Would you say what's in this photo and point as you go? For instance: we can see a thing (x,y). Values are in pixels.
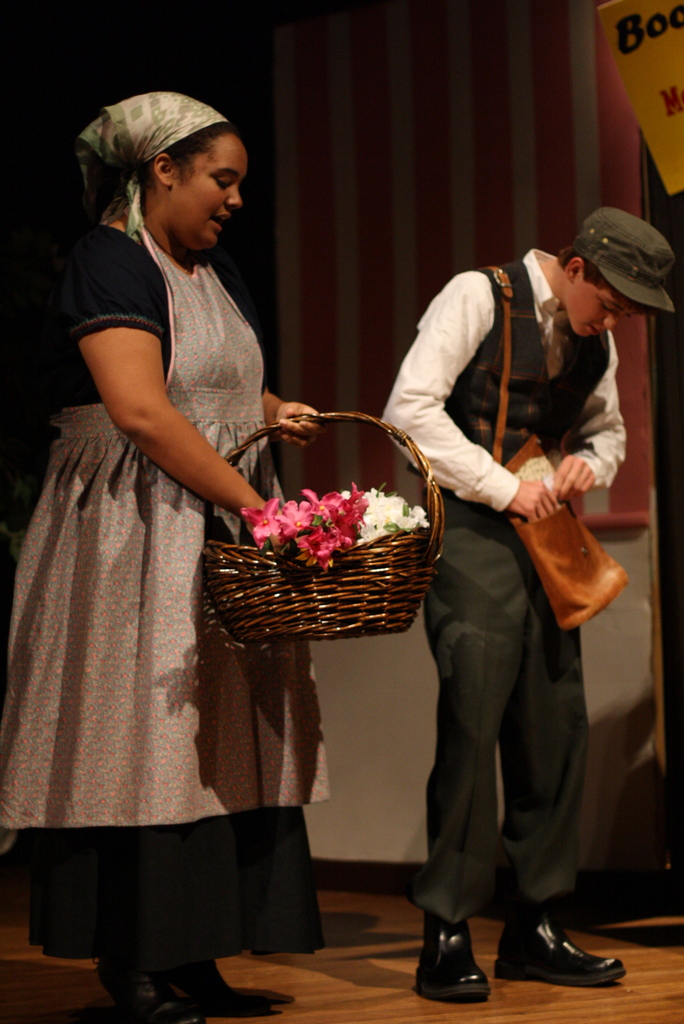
In the foreground of this picture (154,292) we can see a woman (171,272) standing and holding a wooden basket (409,557) containing flowers (312,527). On the right (604,364) there is a person (539,408) wearing a cap (587,250), sling bag (529,450) and standing on the floor (478,936). In the top right corner (634,43) we can see the text (631,21) on the poster (644,64). In the background (431,105) we can see a wall like thing (358,210) and the some other objects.
